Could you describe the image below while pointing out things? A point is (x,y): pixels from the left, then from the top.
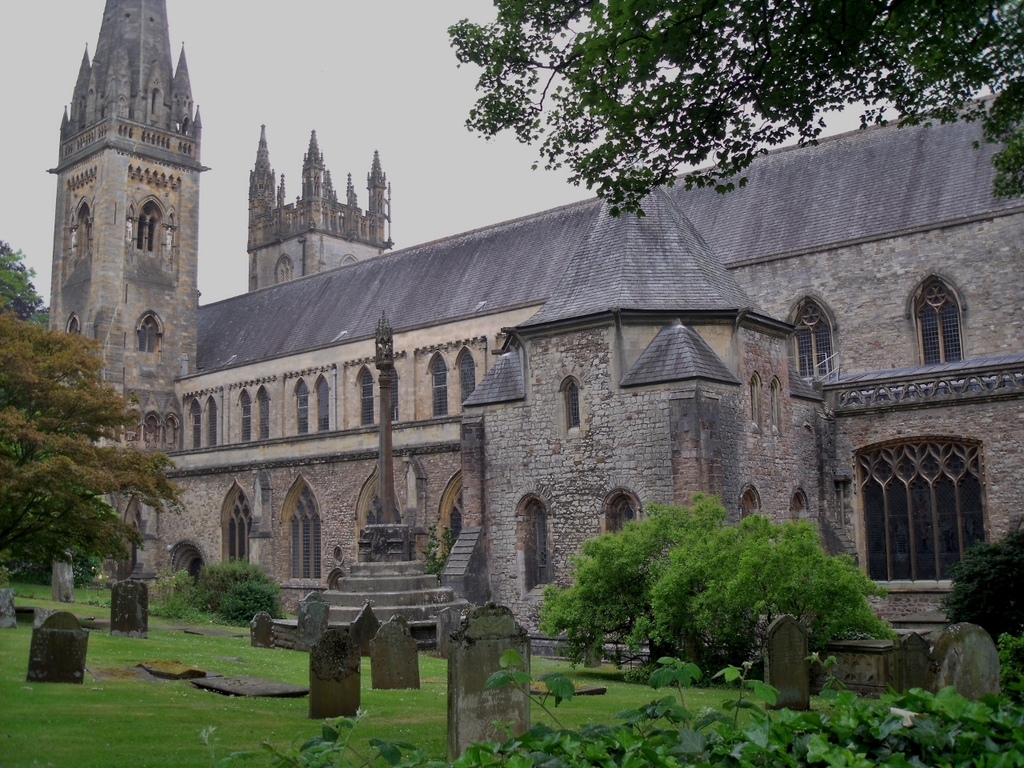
In this image there is a church (300,214). At the bottom of the image (617,707) there are graves (281,643) and grass (173,743). There are trees (601,184).
